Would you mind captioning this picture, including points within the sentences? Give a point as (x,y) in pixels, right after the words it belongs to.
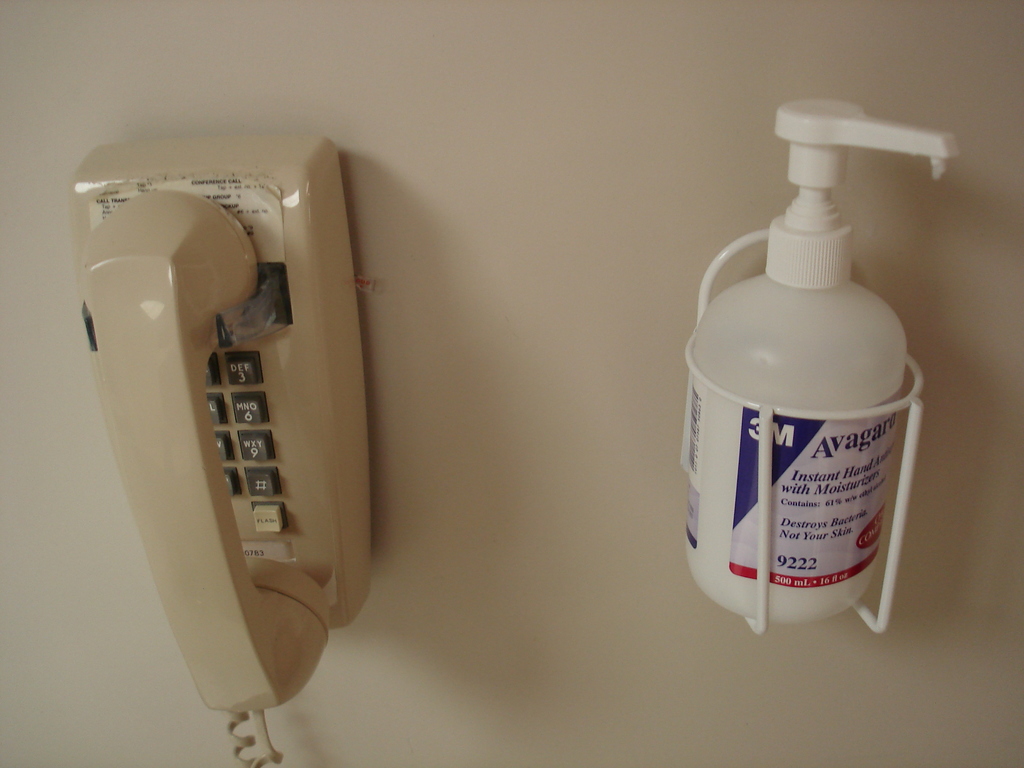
In this image, I can see a telephone (355,395) and a bottle (790,355) with bottle holder (709,283) are attached to the wall (545,390).
